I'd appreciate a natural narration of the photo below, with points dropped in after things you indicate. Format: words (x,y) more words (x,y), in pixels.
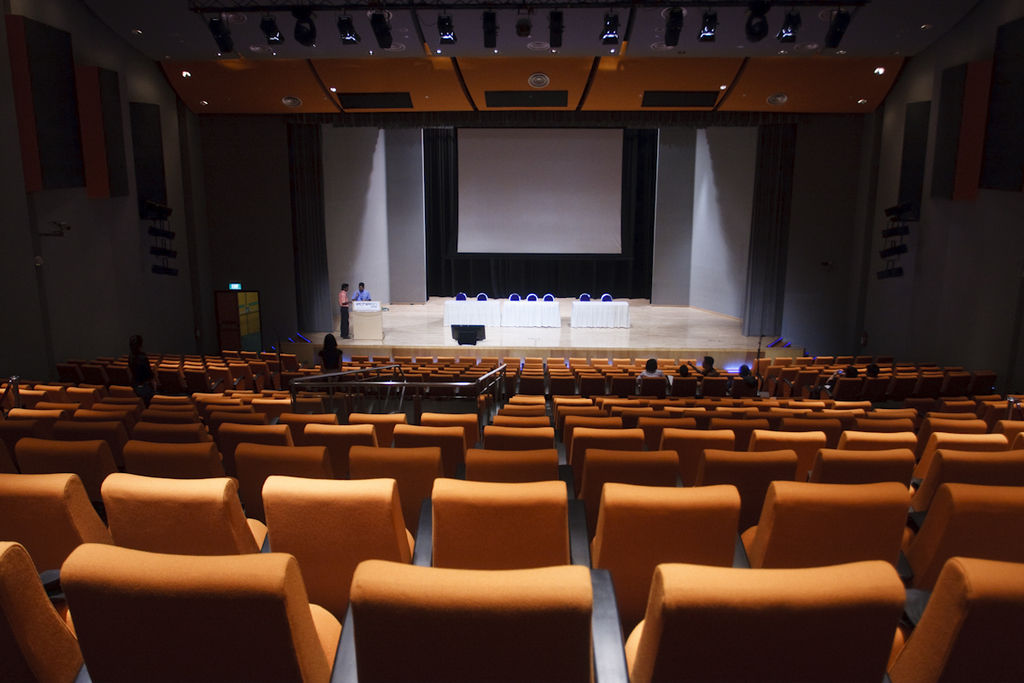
In the picture we can see an auditorium (196,580) with number of chairs (556,656) and in the background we can see a stage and on it we can see tables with a table cloths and behind it we can see some chairs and behind it we can see a screen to the wall (333,139) and beside the table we can see a small desk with two persons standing near to it.
